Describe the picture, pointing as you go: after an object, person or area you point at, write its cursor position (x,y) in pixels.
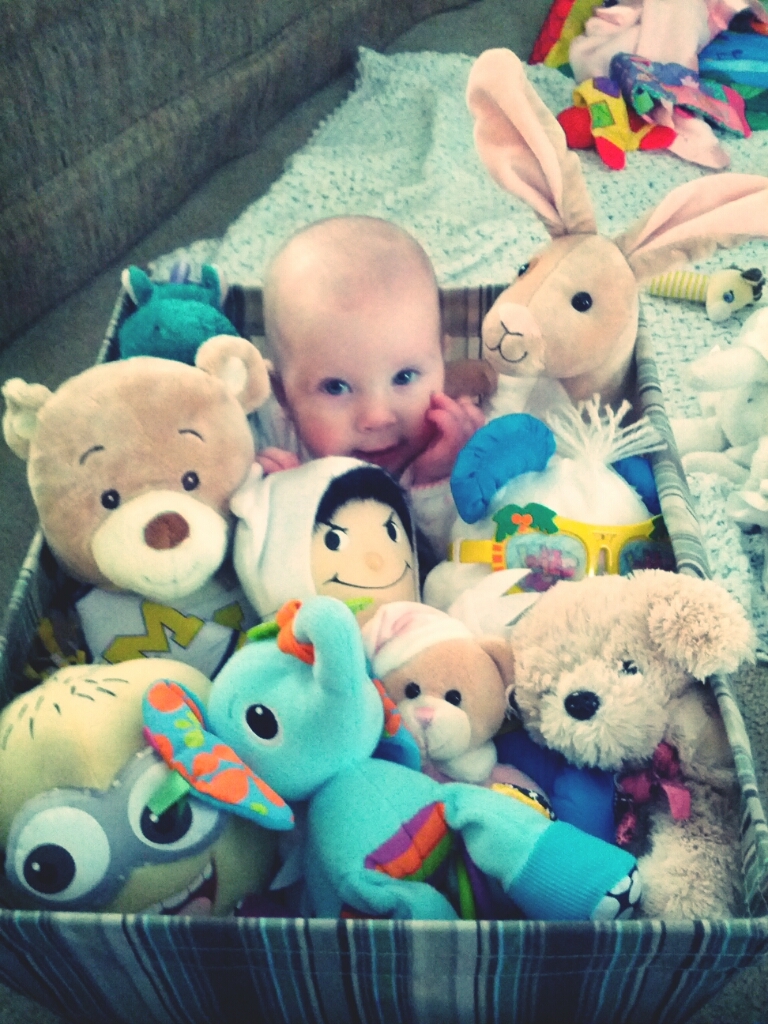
In this picture we can see few toys (349,579) and a baby (385,400) in the basket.
